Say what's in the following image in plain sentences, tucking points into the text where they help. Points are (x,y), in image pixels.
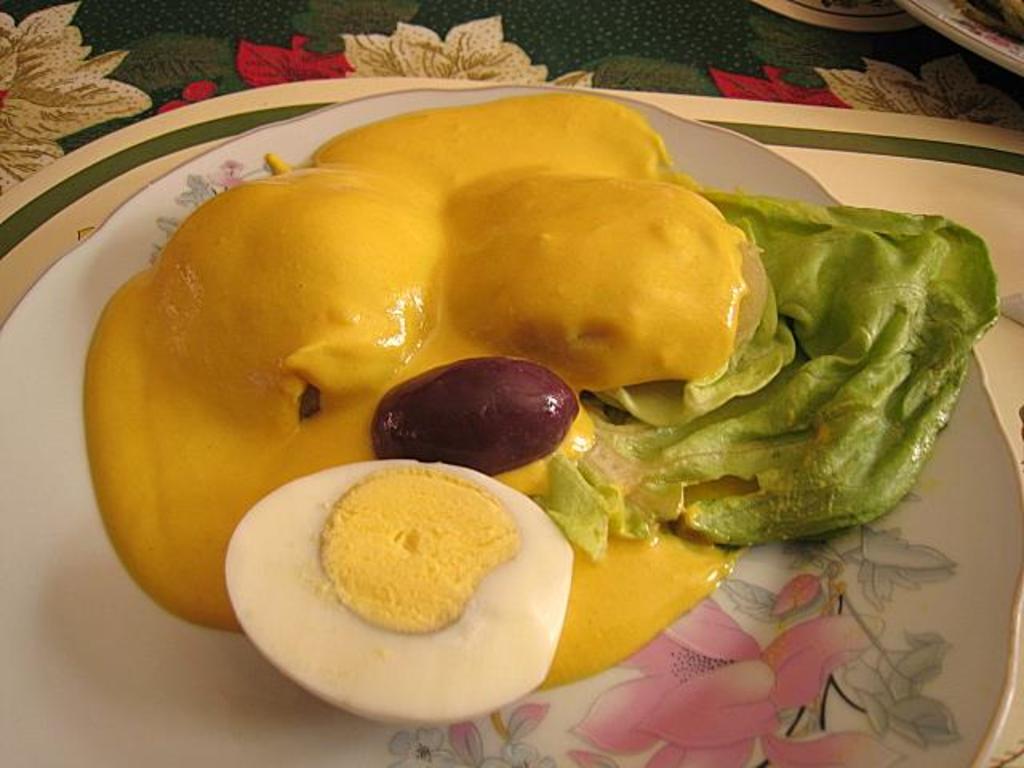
In this image we can see a plate (777,693) on a mat (868,173). There is a food item (564,307) in the plate (670,640). Also there is an egg (481,603) in the plate (95,705).
